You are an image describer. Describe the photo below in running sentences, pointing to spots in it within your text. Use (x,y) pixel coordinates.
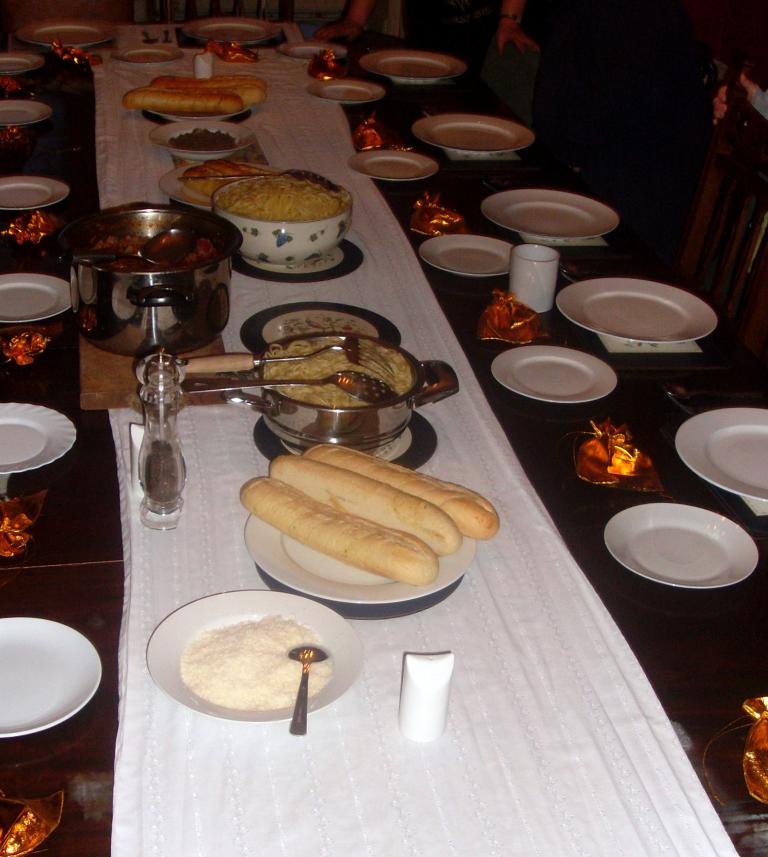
In this image there are food (265,488), plates (573,209), glasses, pouches (604,473), cloth (525,848), spoons (351,391), pans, on a table (276,39), and at the back ground (625,102) there are group of people (695,134) and chairs (719,182).
